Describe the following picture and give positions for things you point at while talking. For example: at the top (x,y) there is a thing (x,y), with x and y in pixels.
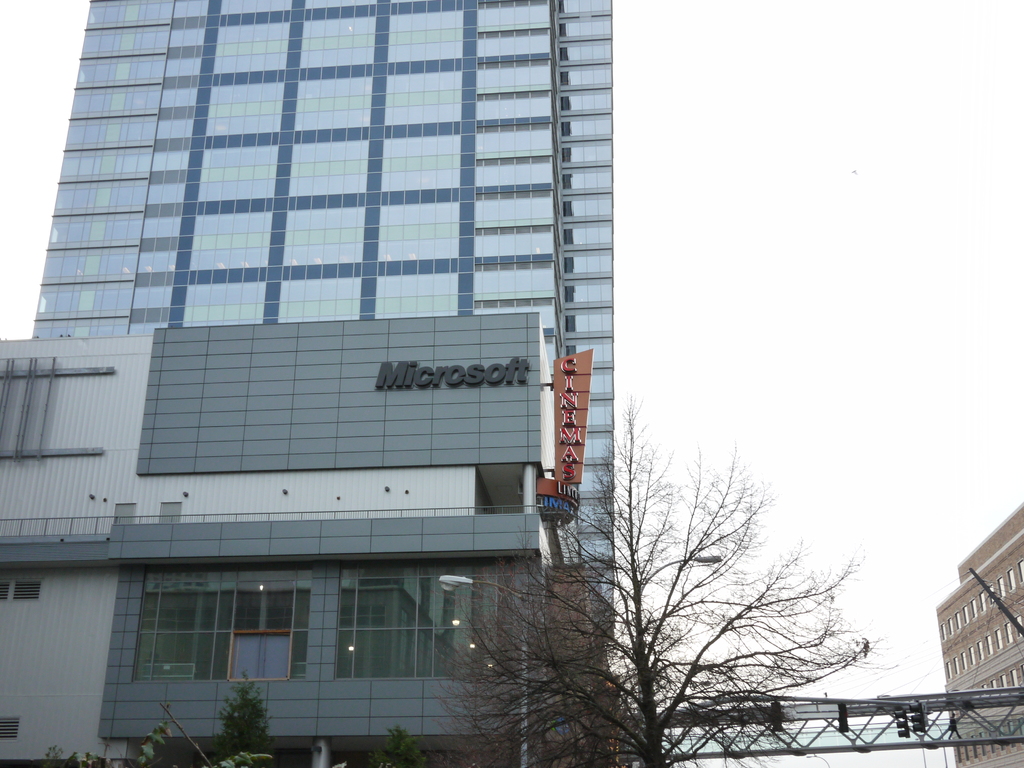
In this image we can see buildings (415,408), tree (578,702), bridge (761,717) and sky (838,350).
